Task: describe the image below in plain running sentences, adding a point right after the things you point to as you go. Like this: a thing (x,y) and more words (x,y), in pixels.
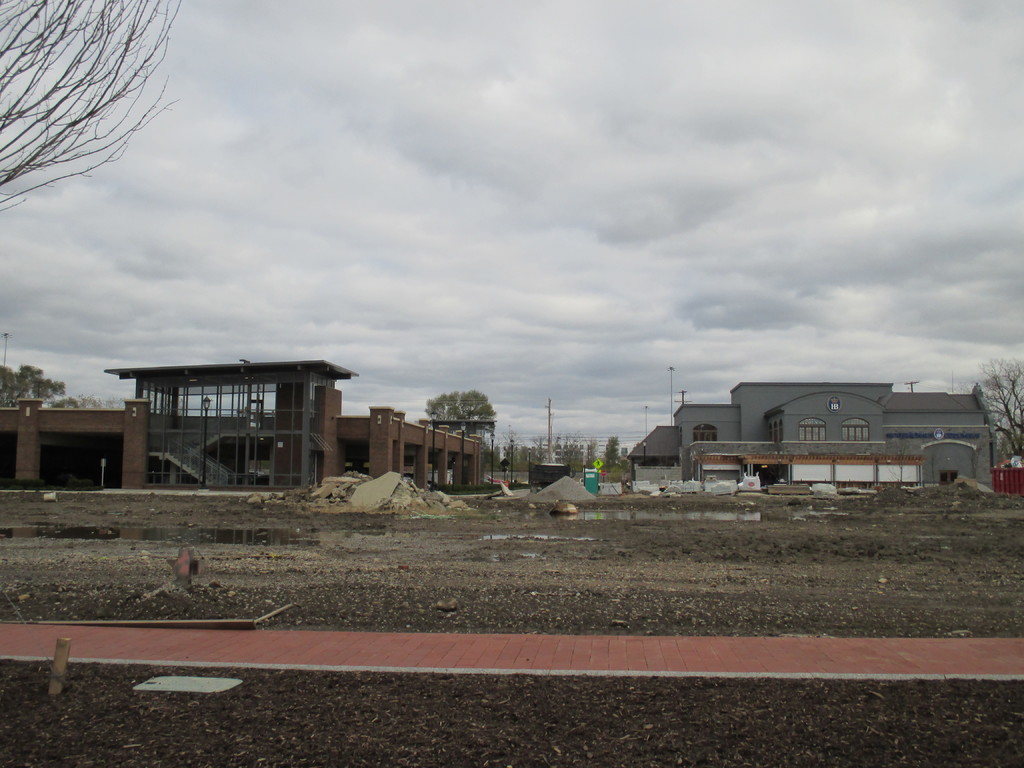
In this image we can see sand (321,510), muddy water (707,516), path (525,643), buildings (107,456), wires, poles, trees (475,412), light poles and the cloudy sky (475,201) in the background (540,201).
